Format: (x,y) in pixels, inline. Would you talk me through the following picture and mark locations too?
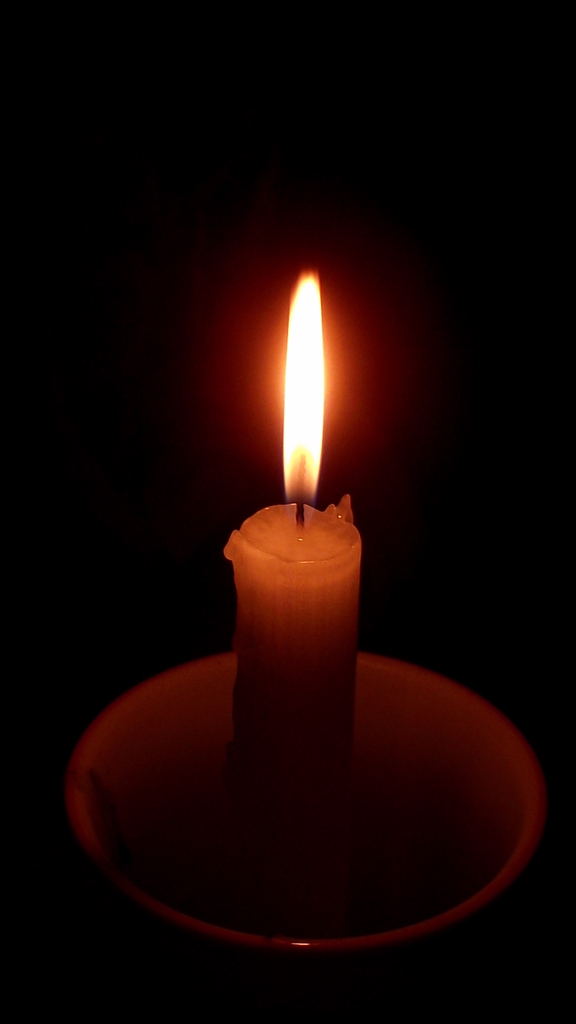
In this picture I can see a candle (313,672) in an object (217,681), and there is dark background (557,621).
